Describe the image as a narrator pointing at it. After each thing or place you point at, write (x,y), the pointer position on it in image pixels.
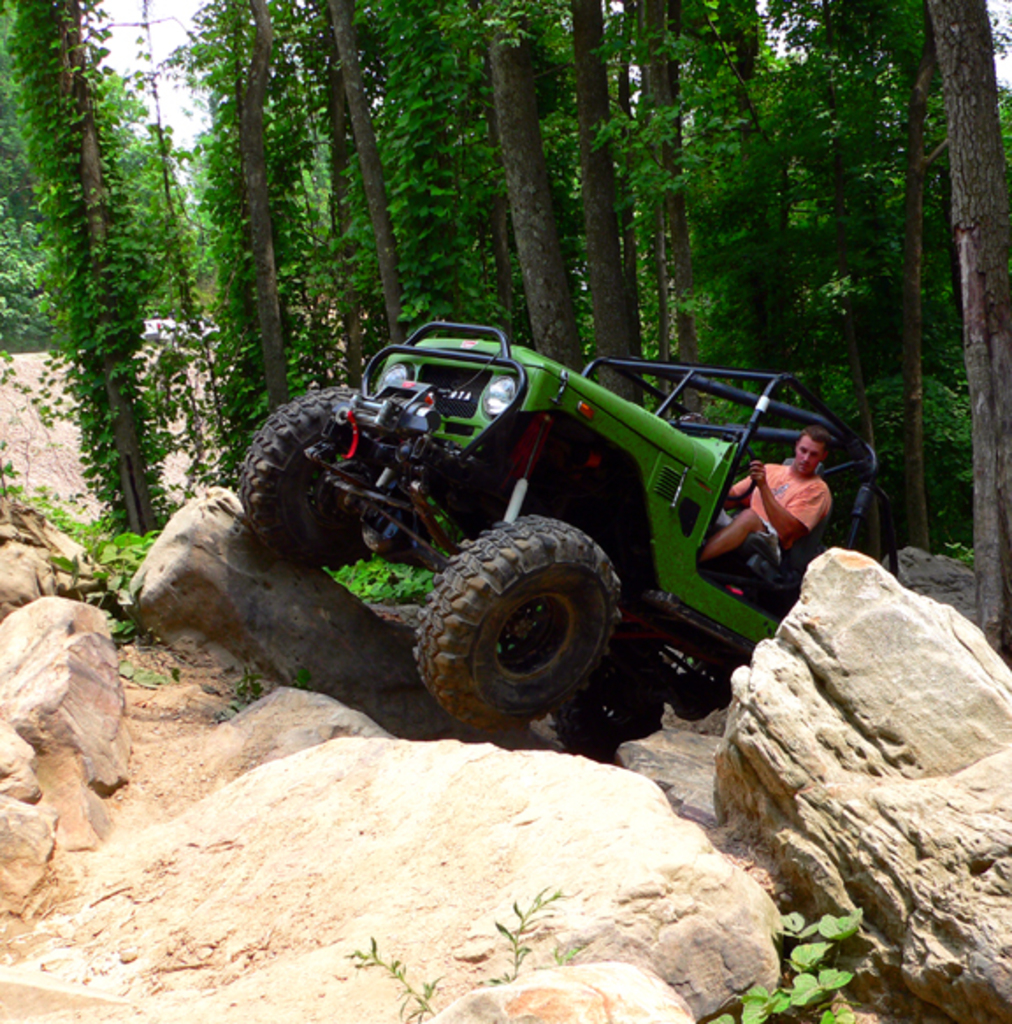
In this picture we can see a man (812,486) is seated in the jeep (578,460), and we can find few rocks (900,680), plants (806,980) and trees (390,272).
